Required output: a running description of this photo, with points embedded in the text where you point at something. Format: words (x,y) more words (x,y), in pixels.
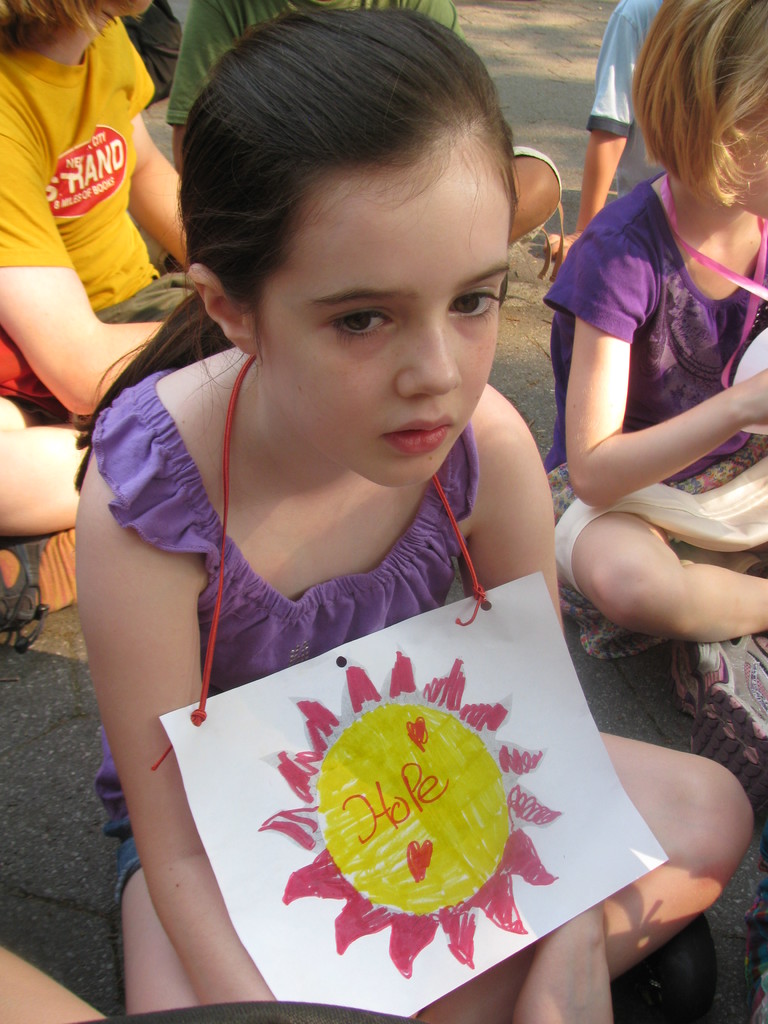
In the picture a group of kids (394,84) were sitting on the road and there are two tags (533,657) for two kids (485,441) around their neck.
